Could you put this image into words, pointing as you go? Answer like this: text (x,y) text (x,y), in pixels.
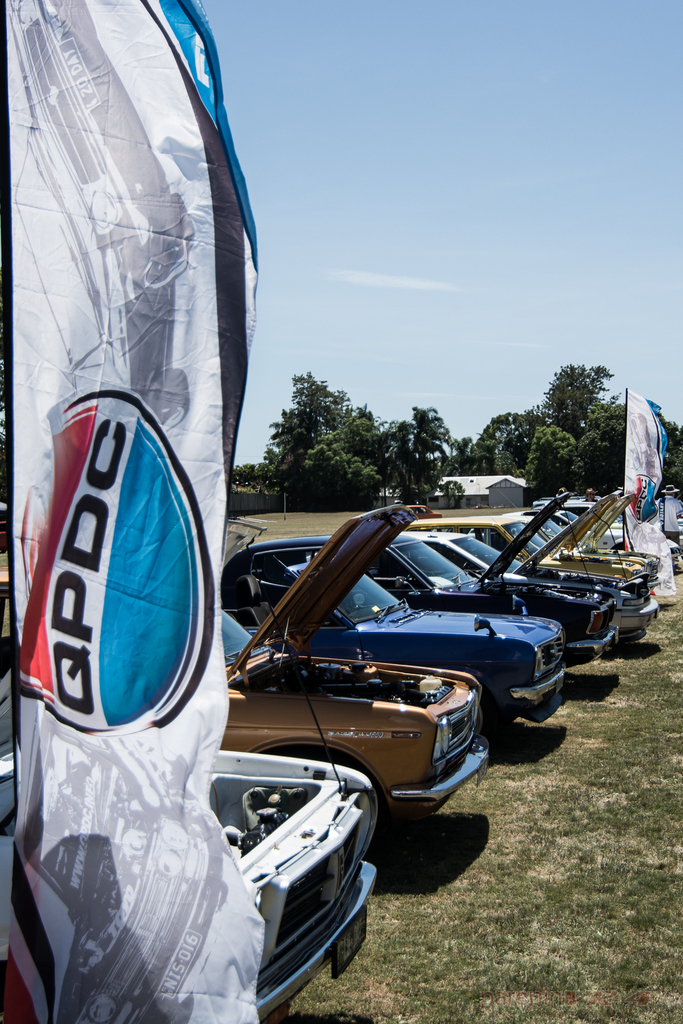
In this image there are banners (131,958) with some text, beside the banners (635,526) there are few cars (390,621) parked with an open bonnet (530,567). In the background (455,473) there is a building (471,479), trees (327,451) and the sky (358,298).
